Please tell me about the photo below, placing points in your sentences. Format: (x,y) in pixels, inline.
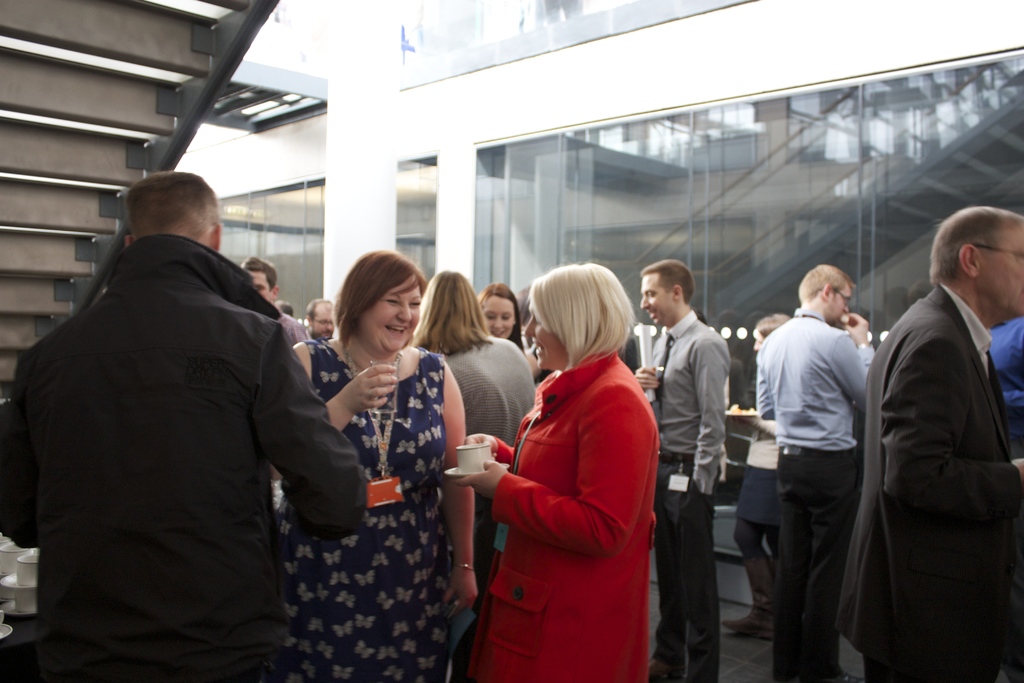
In this image in front (984,518) there are people (568,524) standing on the floor (737,658). On the left side of the image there is a table (16,633). On top of it there are cups (20,599) and saucers (3,633). There are stairs (118,118). In the background of the image (498,237) there are glass doors (540,189) through which we can see stairs (828,206), railing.
